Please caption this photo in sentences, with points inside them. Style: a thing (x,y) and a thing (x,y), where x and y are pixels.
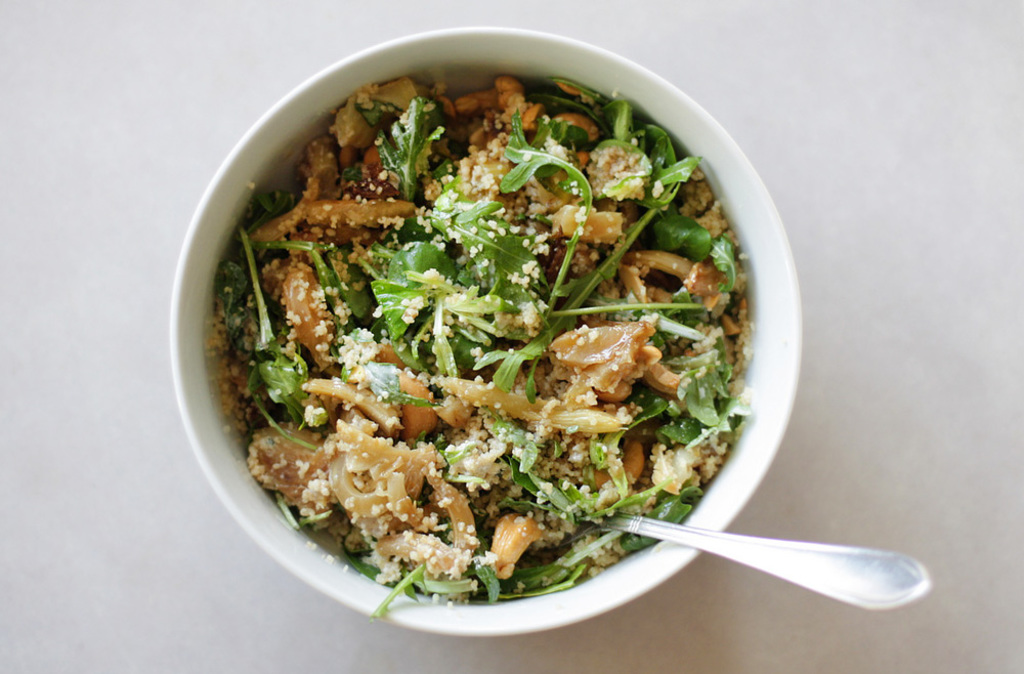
In this picture, there is a bowl (439,605) with food (609,400) and spoon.
